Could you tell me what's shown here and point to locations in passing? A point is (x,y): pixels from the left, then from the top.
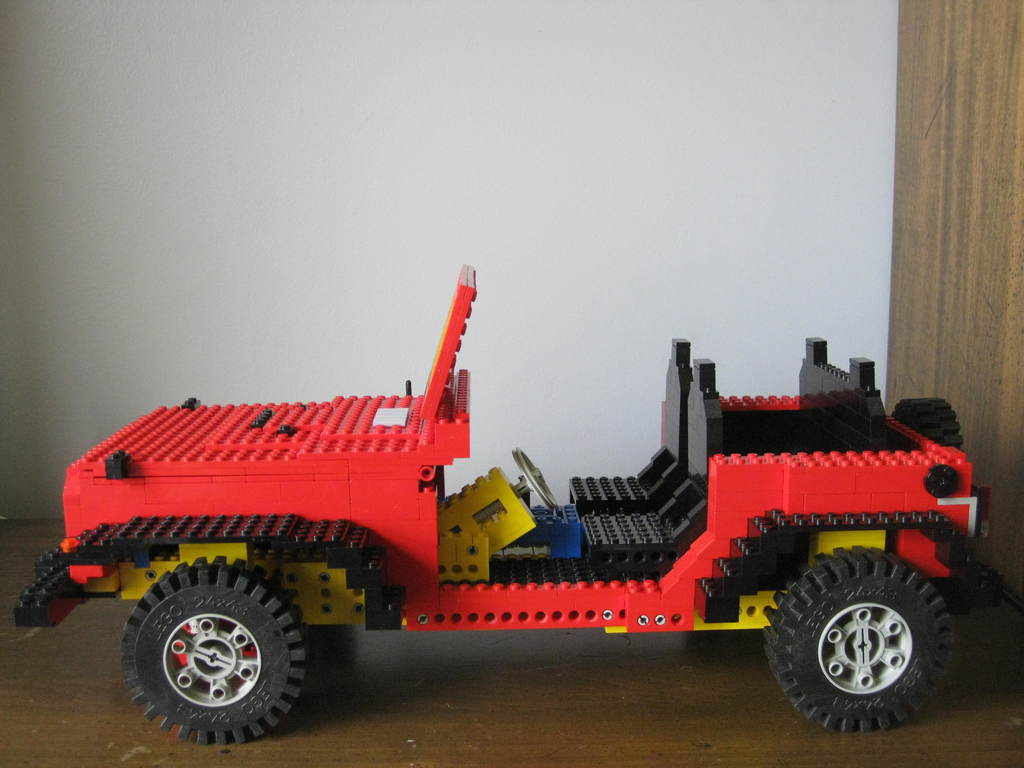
In this image I can see a toy vehicle (883,489) which is made up of lego (511,548) on the brown colored surface (526,702). In the background (538,290) I can see the white colored wall (473,162).
